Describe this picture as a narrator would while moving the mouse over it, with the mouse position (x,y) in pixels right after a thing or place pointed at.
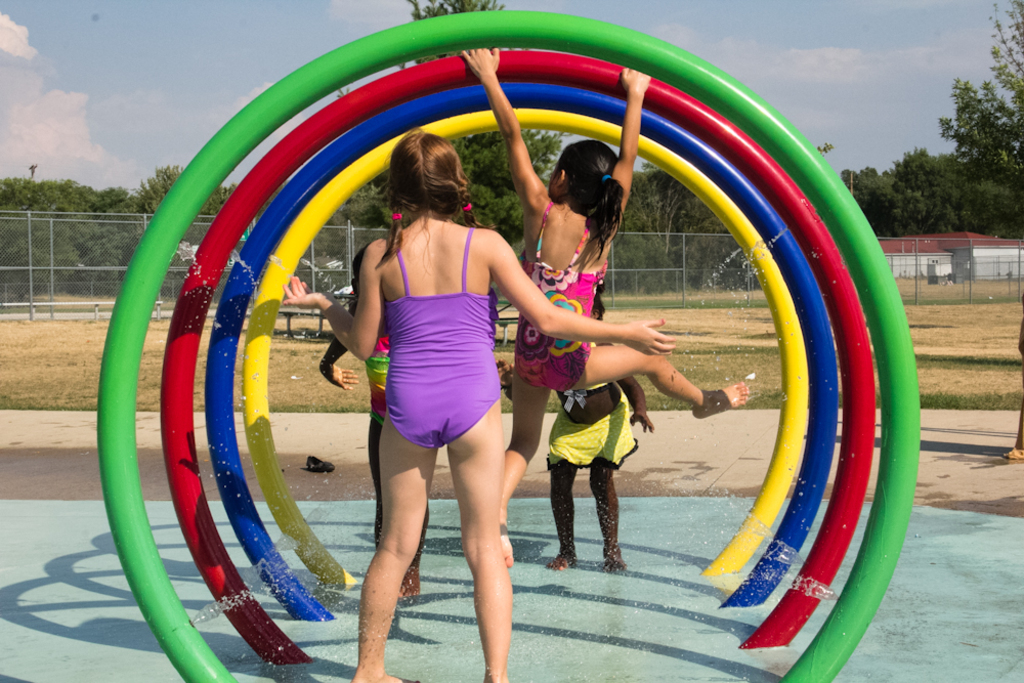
In this image, there are a few people (554,566). We can see the ground (632,559) with some objects (899,472). We can see some grass (936,309), trees (995,201), a house (1003,265) and the fence (19,236). We can also see the sky (220,13) with clouds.
